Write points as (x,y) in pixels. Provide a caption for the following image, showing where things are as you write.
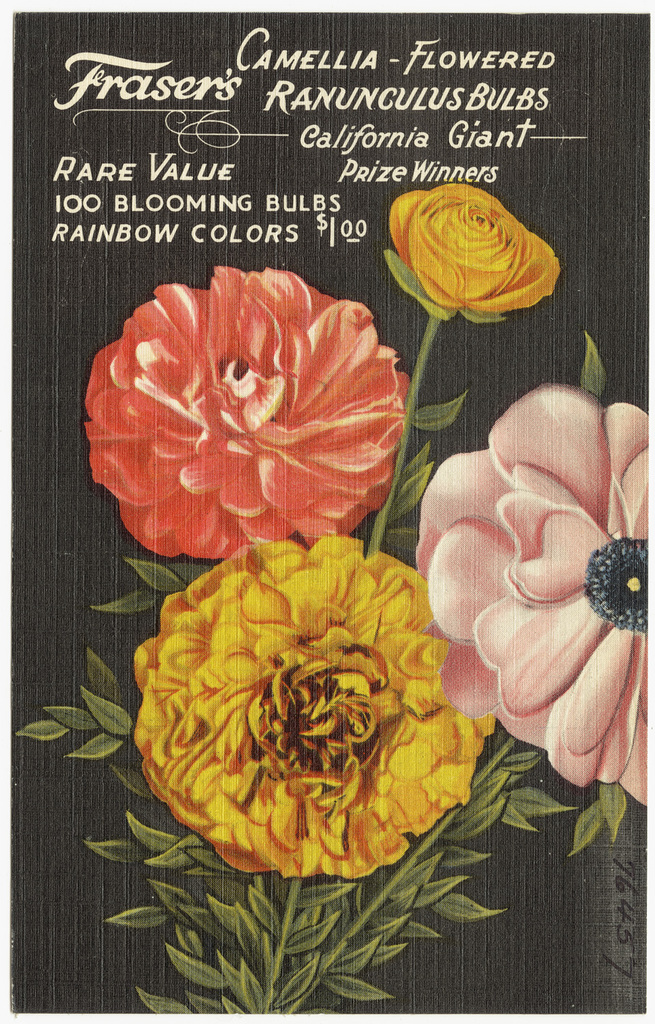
In this image I can see few flowers (349,746) in yellow, pink and orange color, leaves (394,926) in green color and I can see something written on the image and I can see black color background (394,337).
